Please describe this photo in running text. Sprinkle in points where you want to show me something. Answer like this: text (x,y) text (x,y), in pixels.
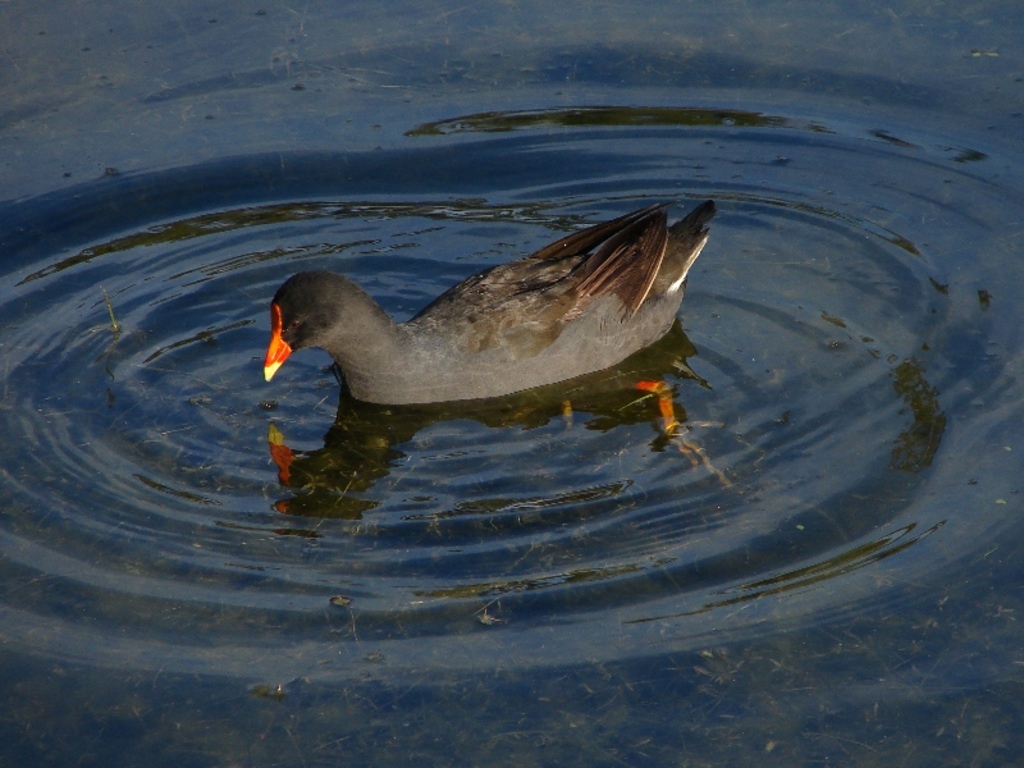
In this image I can see water (519,498) and in it I can see a grey colour bird (397,327).
